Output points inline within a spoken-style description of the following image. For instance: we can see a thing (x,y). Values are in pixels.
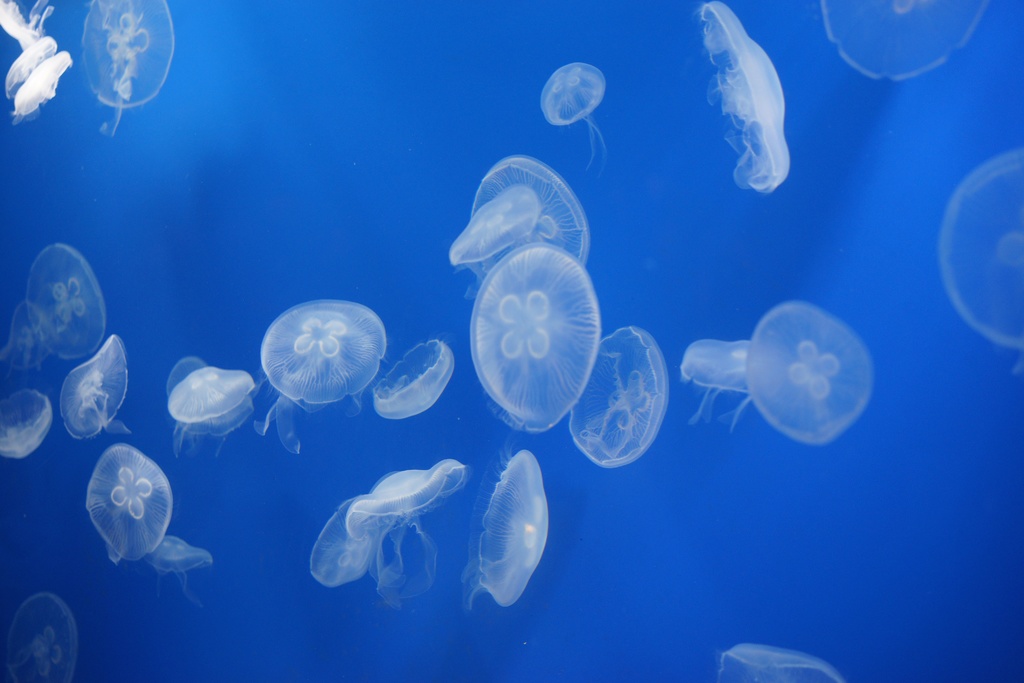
In this image we can see jellyfishes (161,509). There is a blue color background (881,495).
